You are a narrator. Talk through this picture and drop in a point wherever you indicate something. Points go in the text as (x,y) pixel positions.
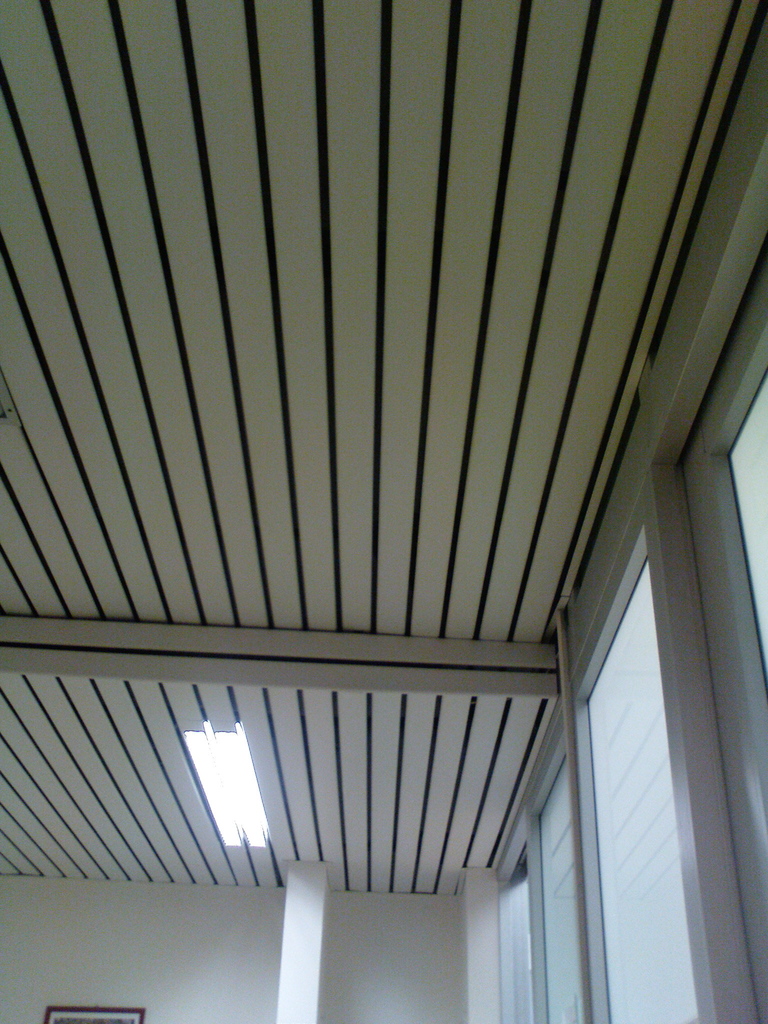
This image is clicked inside a room (489,850). On the right (634,787) there are windows (621,839), glasses (624,898). At the top (328,265) there are lights (249,799) and roof (370,413). At the bottom (276,980) there is a photo frame (79,1018), pillar (303,909) and wall (149,951).
